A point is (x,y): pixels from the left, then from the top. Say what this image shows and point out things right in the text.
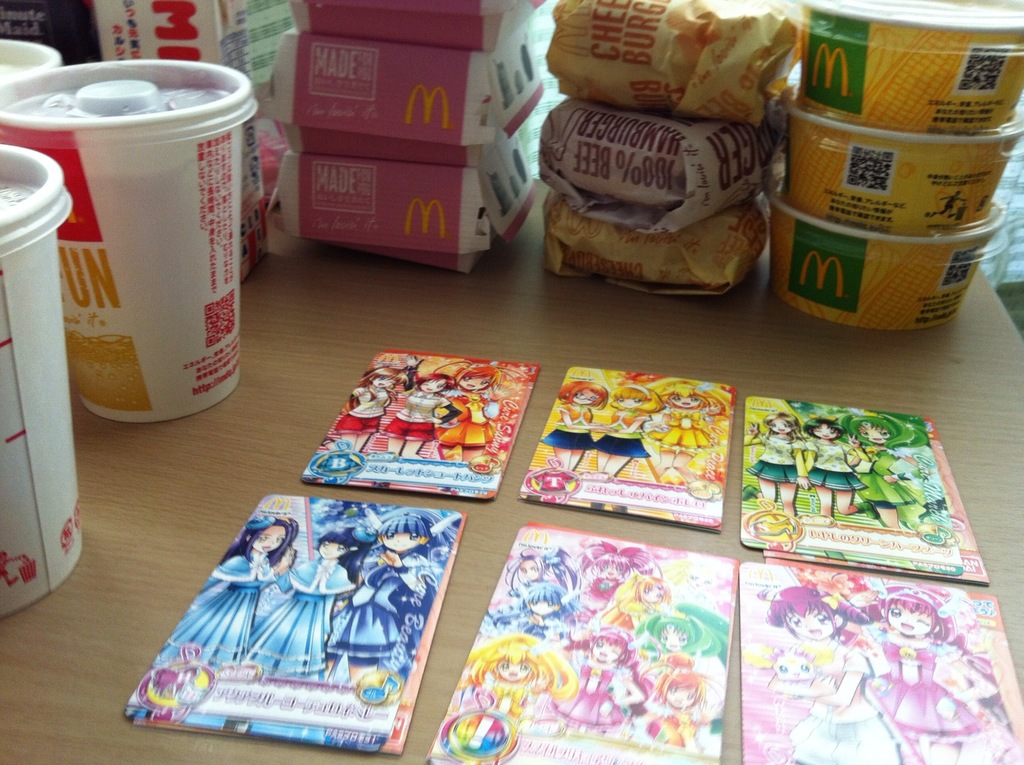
In this picture I can see the brown color surface (331,391) on which there are six cards (592,455) on which there are cartoon characters (389,596) and on the left side of this image (99,140) I see the glasses (207,125). In the background of this image (663,66) I see the paper boxes (524,86), paper covers (661,80) and the cups (916,135) and I see something is written on all of these things (853,83).
